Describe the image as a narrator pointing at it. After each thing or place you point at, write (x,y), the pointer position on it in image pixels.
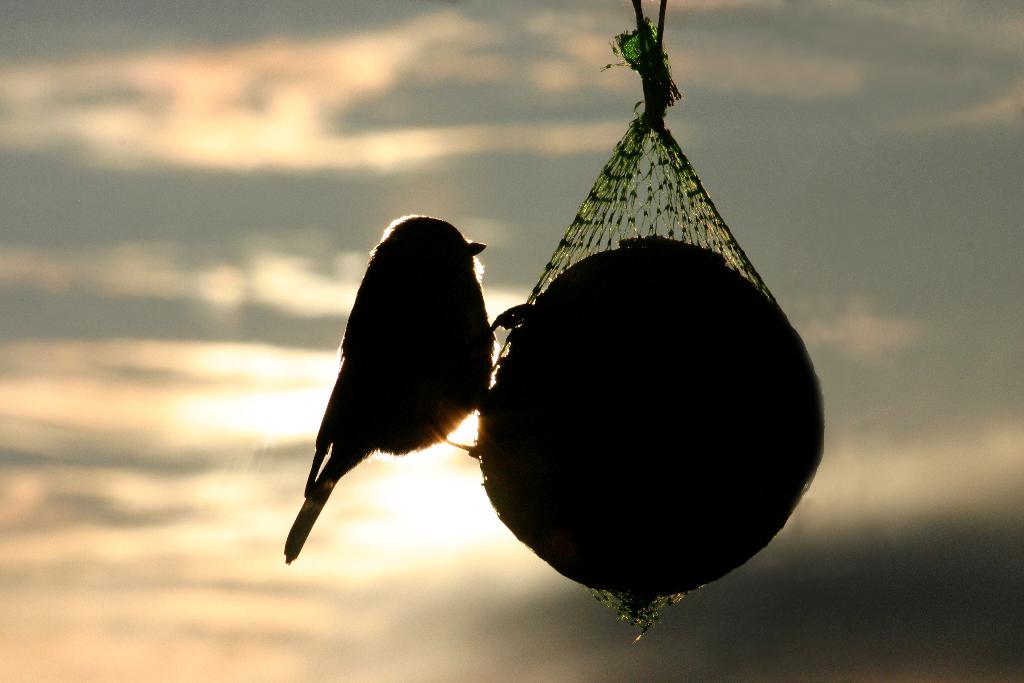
In this image we can see a bird (384,352) on a ball (718,479) which is covered with the net (628,155) tied with a rope (667,94). On the backside (241,305) we can see the sky (209,355) which looks cloudy.
